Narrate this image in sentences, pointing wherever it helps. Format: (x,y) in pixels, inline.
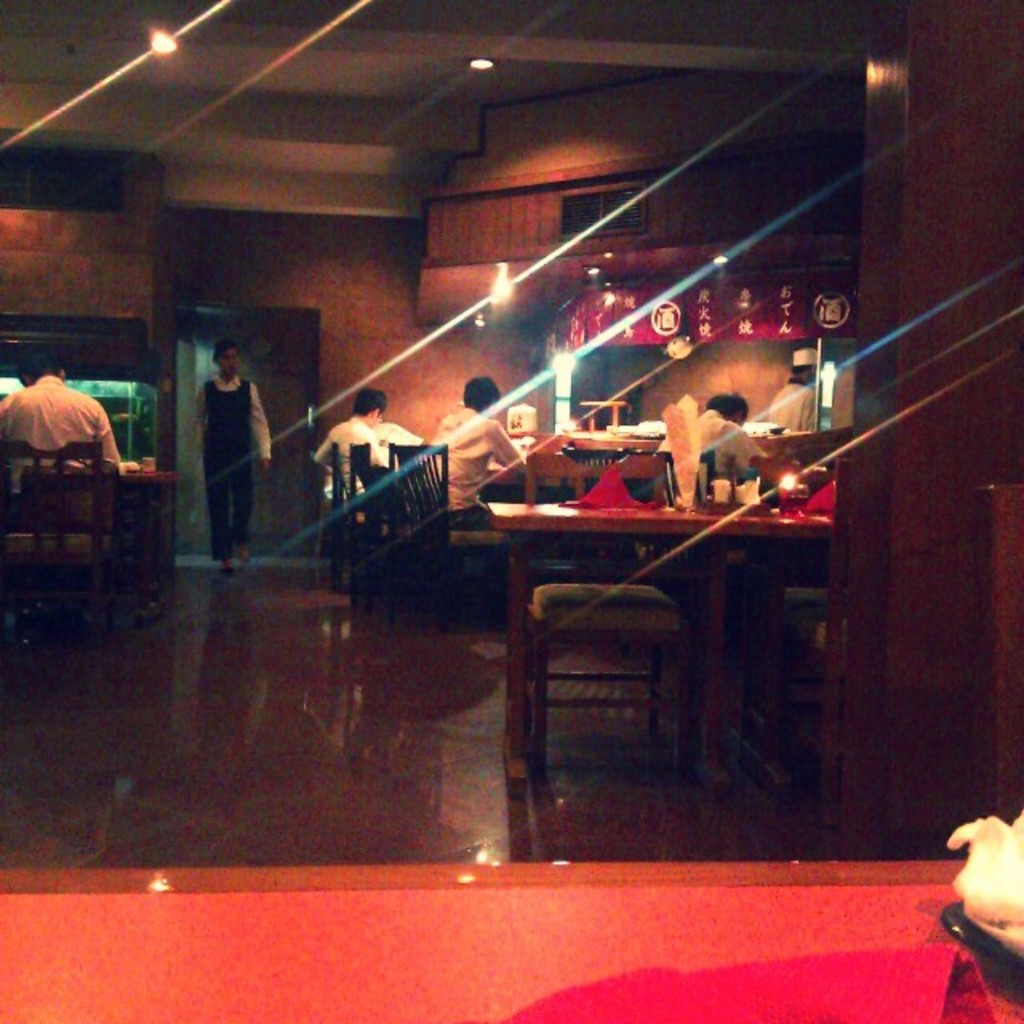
In this image we can see persons (100,412), chairs (477,551), tables (533,503) and lights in the middle (669,521), and there is a wall (419,379) in the background (374,336). There is a floor (356,729) at the bottom of this image (430,782).
